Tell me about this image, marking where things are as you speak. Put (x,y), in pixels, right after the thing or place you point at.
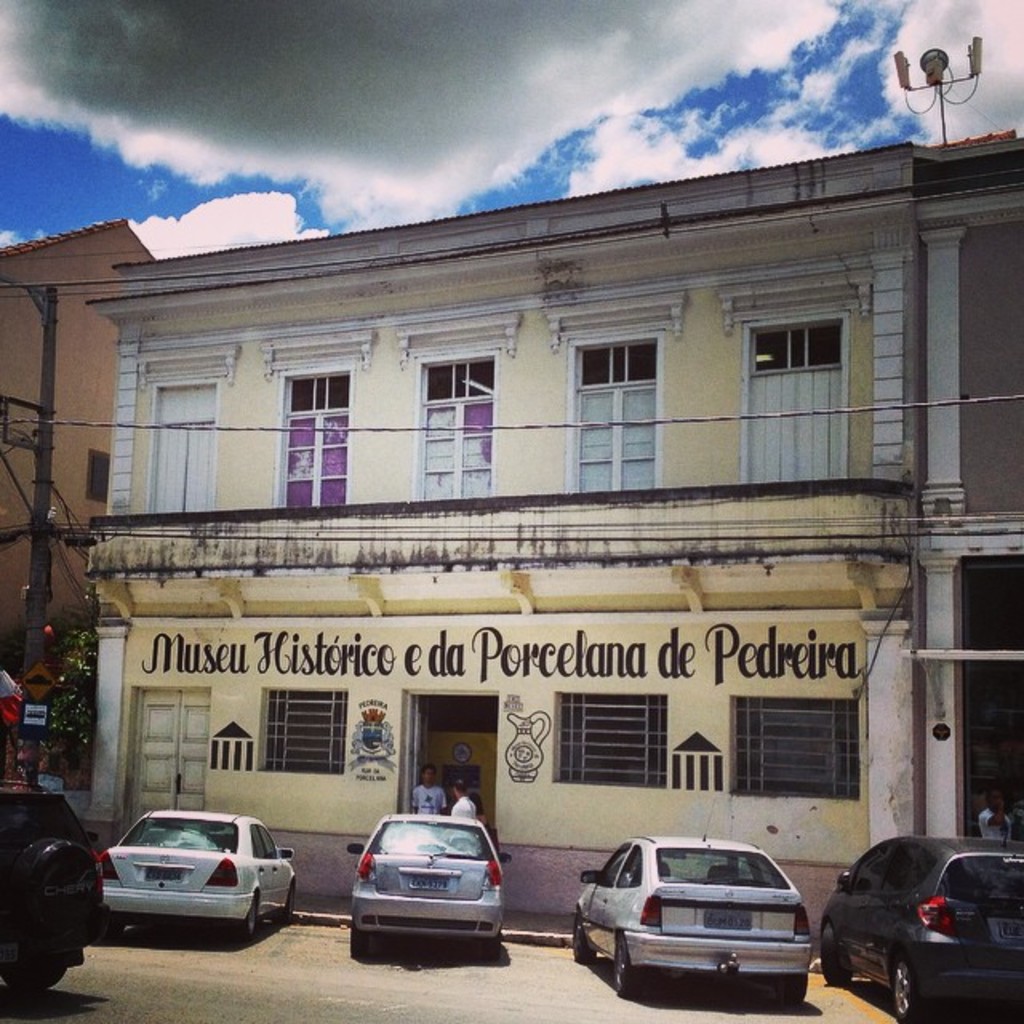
At the bottom of the image (212,842) we can see some vehicles (159,842) on the road (48,1011). Behind the vehicles (67,837) few people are standing and there are some trees (66,645), poles (24,758) and buildings (253,359). At the top of the image (8,31) there are some clouds (397,215) in the sky (277,215).
